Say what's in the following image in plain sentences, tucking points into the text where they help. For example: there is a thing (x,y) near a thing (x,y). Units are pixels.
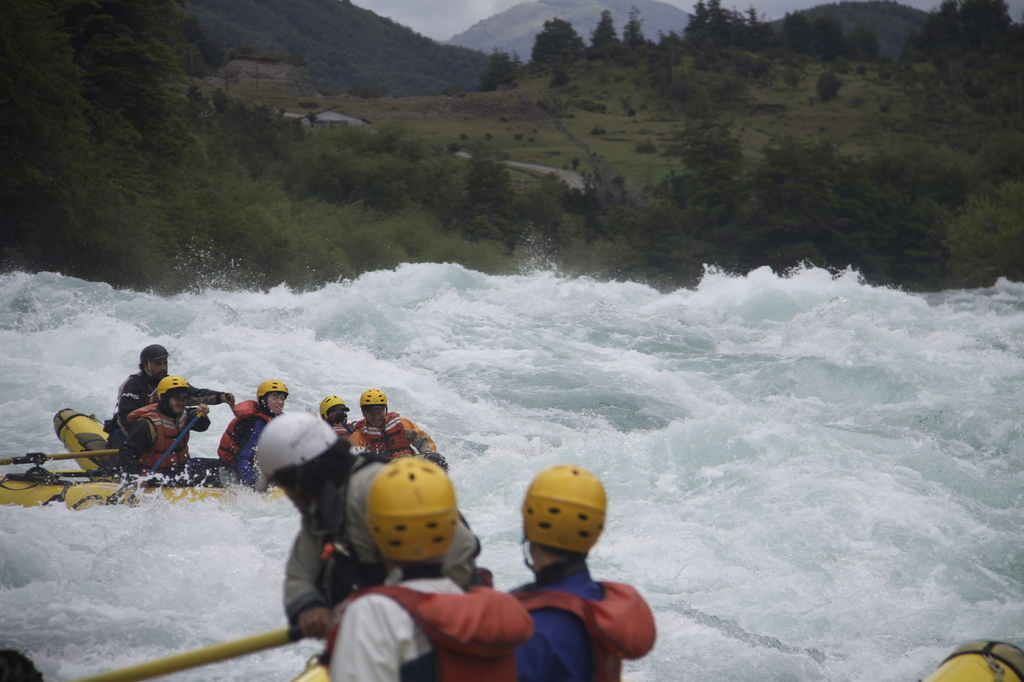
In this image I can see group of people (378,577) boating on the water (30,520). The boat (49,500) is in yellow color and they are holding few sticks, background (771,176) I can see trees (457,198) in green color and the sky (439,17) is in white color.
